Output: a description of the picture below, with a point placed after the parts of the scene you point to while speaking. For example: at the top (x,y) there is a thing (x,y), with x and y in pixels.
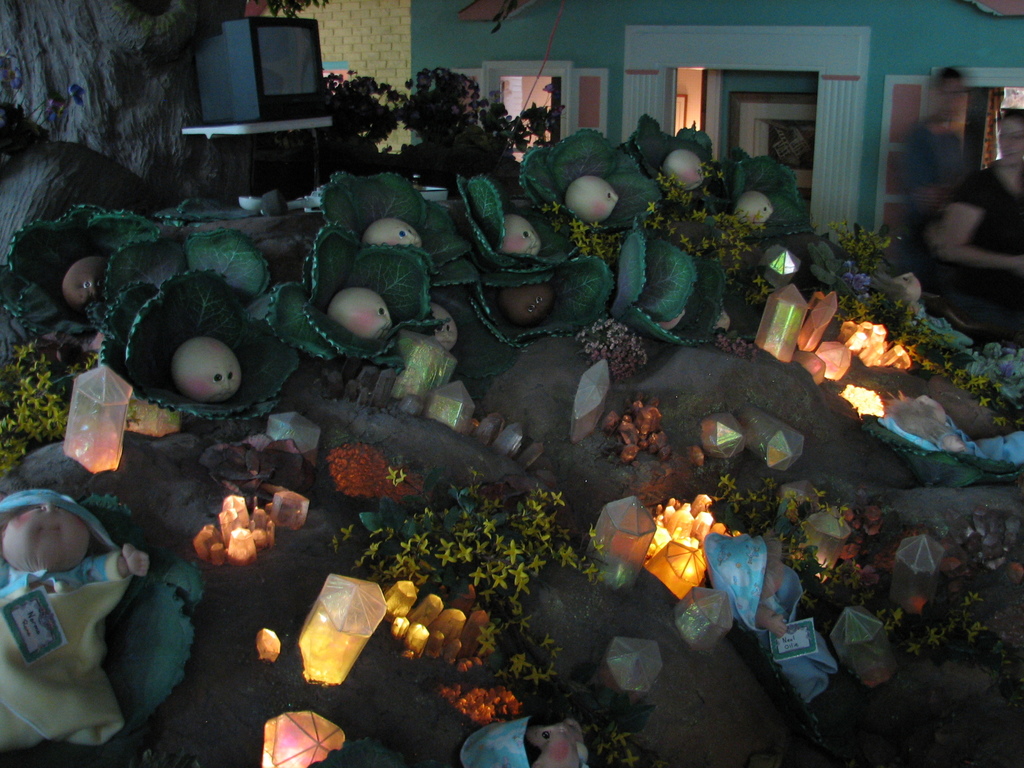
Here we can see lights (698,502), toys (70,286), and plants (586,566) with flowers (995,358). There is a television (240,99) and there are two persons (948,136). In the background (581,24) we can see a wall (562,33) and a frame (738,147).
